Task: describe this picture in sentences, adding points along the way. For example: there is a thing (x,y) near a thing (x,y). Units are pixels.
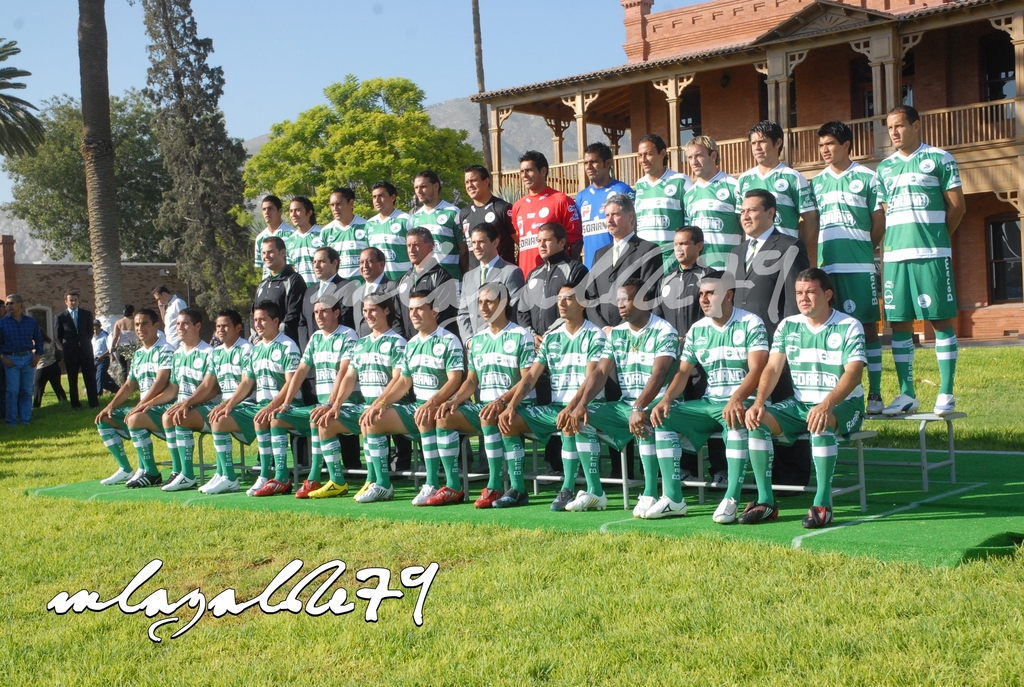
In this picture we can see a group of people (657,509) on the ground (672,543) and in the background (560,55) we can see a building (999,11), trees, wall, mountain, sky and some objects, here we can see some text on it.
